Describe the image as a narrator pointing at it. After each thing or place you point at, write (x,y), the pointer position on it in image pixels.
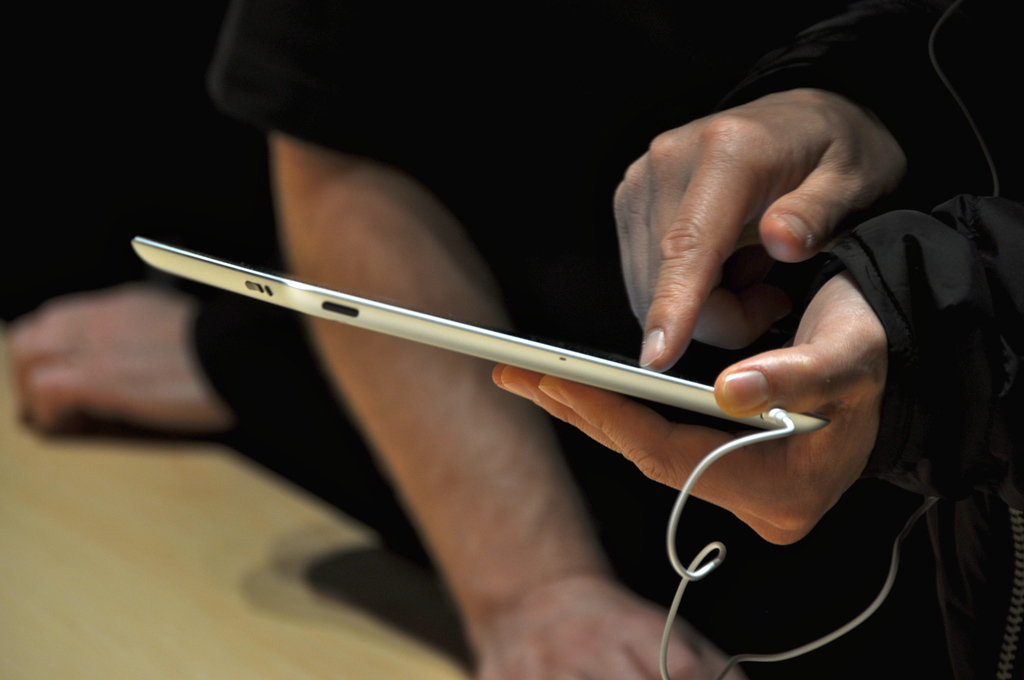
On the right side (703,291), I can see a person's hands (796,451) holding a mobile (348,316). Beside this person (841,84), I can see another person's hands (552,624). In the bottom left-hand corner (92,580) there is a table (99,561). The background (69,178) is dark.
